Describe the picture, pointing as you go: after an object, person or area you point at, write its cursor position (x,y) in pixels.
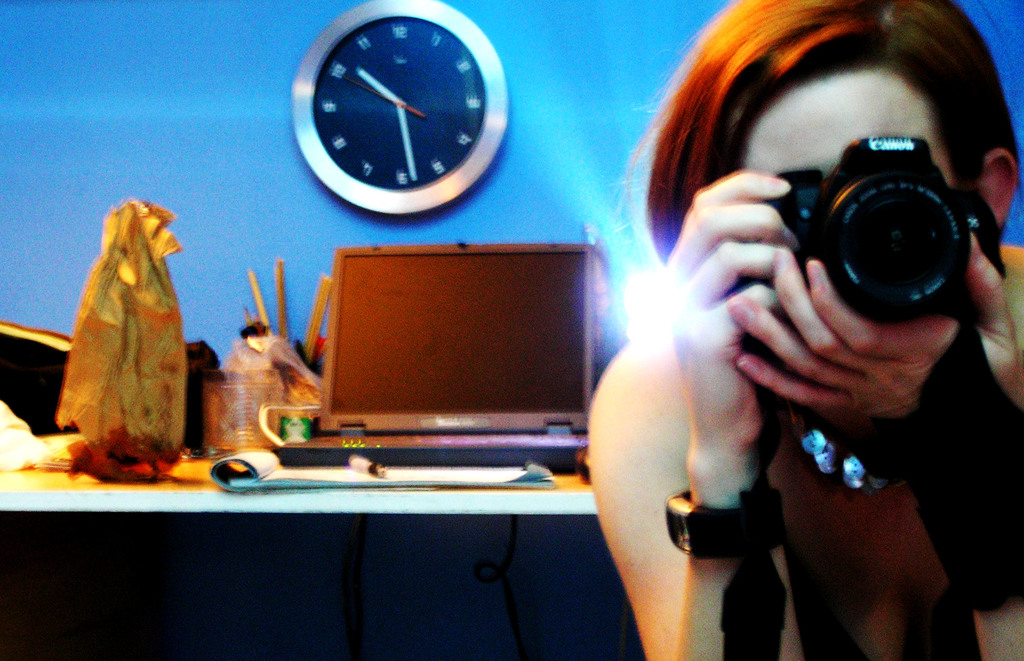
This is the woman (854,504) holding a camera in her hands (819,363). I can see a wall clock (431,132), which is attached to the wall (553,91). This looks like a table (465,501). I can see a laptop (458,466), book (347,476) and few other objects (241,432) placed on it. This wall (167,142) looks blue in color.
